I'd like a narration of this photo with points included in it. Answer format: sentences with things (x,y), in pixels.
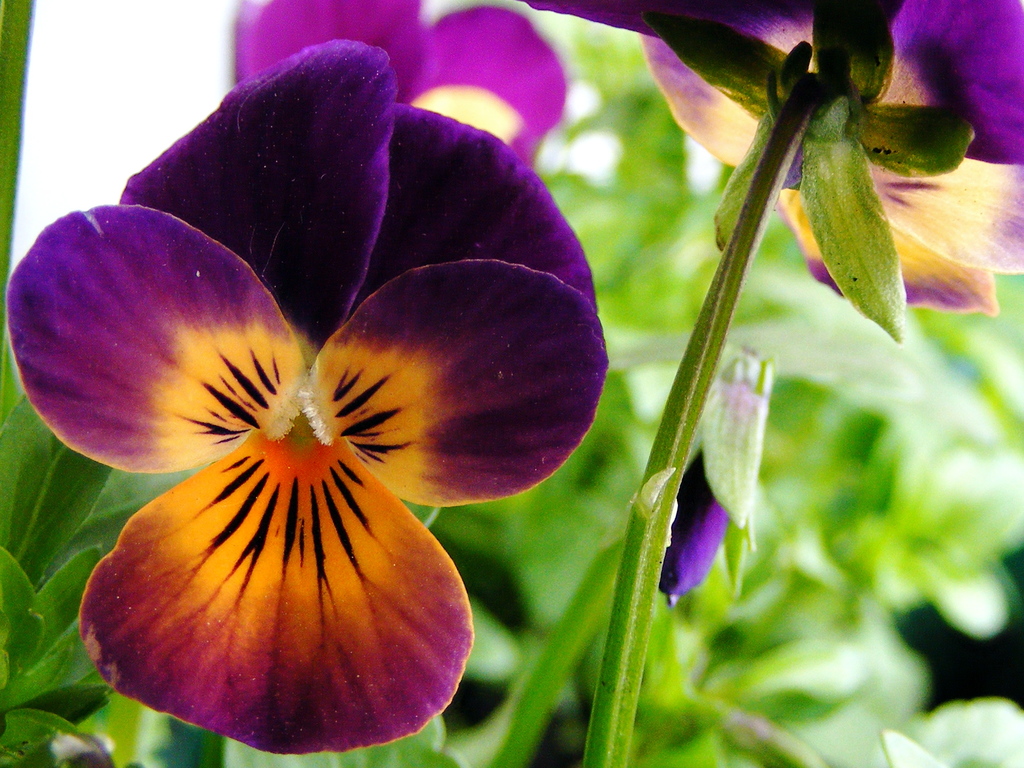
In this picture we can see flowers (376,82), stem (627,612) and leaves (41,561). In the background of the image (572,500) it is blurry.
